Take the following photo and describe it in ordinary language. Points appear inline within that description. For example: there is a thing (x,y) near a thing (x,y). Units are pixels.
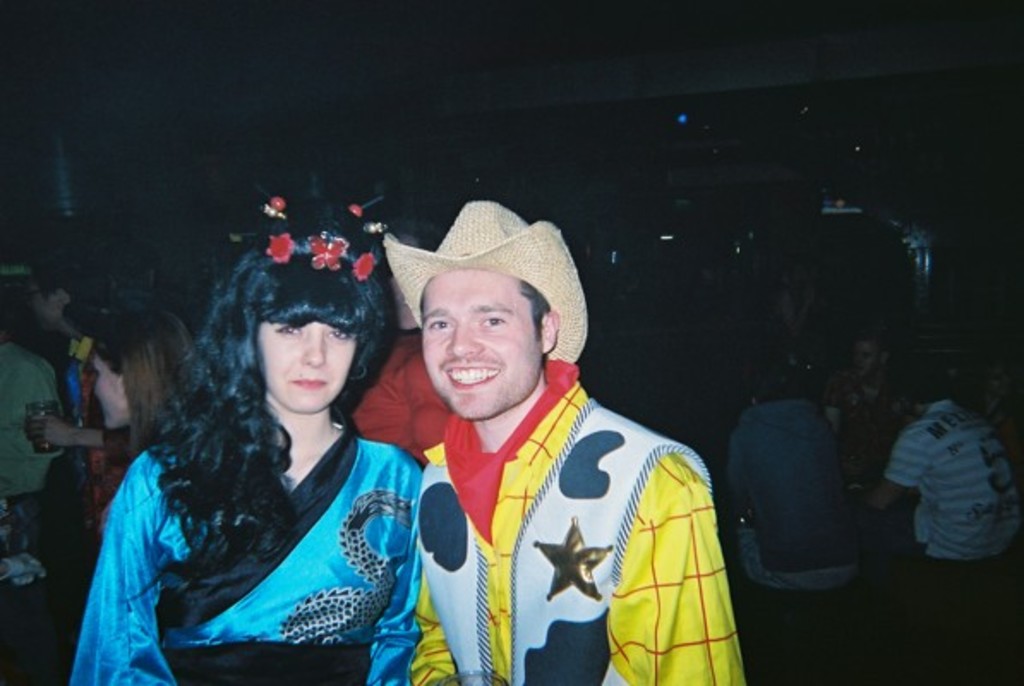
In front of the image there is a woman (352,467) and a man (554,288) with a smile on his face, behind them there are a few other people (52,287) standing and sitting and some of them are holding glasses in their hands (60,431).
